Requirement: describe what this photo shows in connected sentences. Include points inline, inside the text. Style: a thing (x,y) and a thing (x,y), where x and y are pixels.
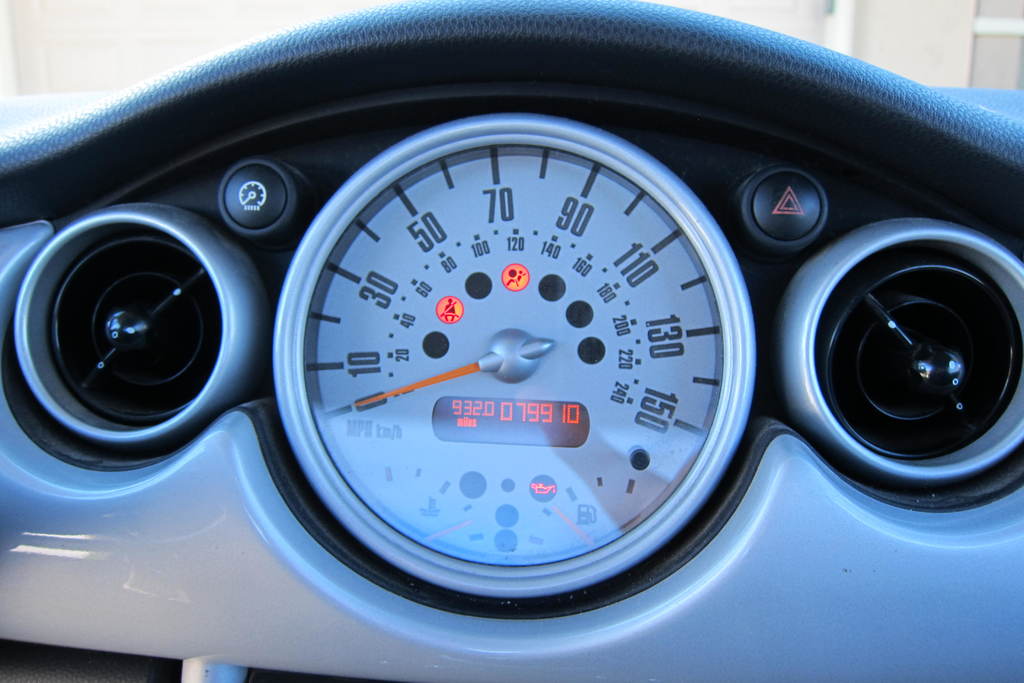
In this image we can see a speedometer (309,288) and buttons (275,199) of a vehicle (793,521).
